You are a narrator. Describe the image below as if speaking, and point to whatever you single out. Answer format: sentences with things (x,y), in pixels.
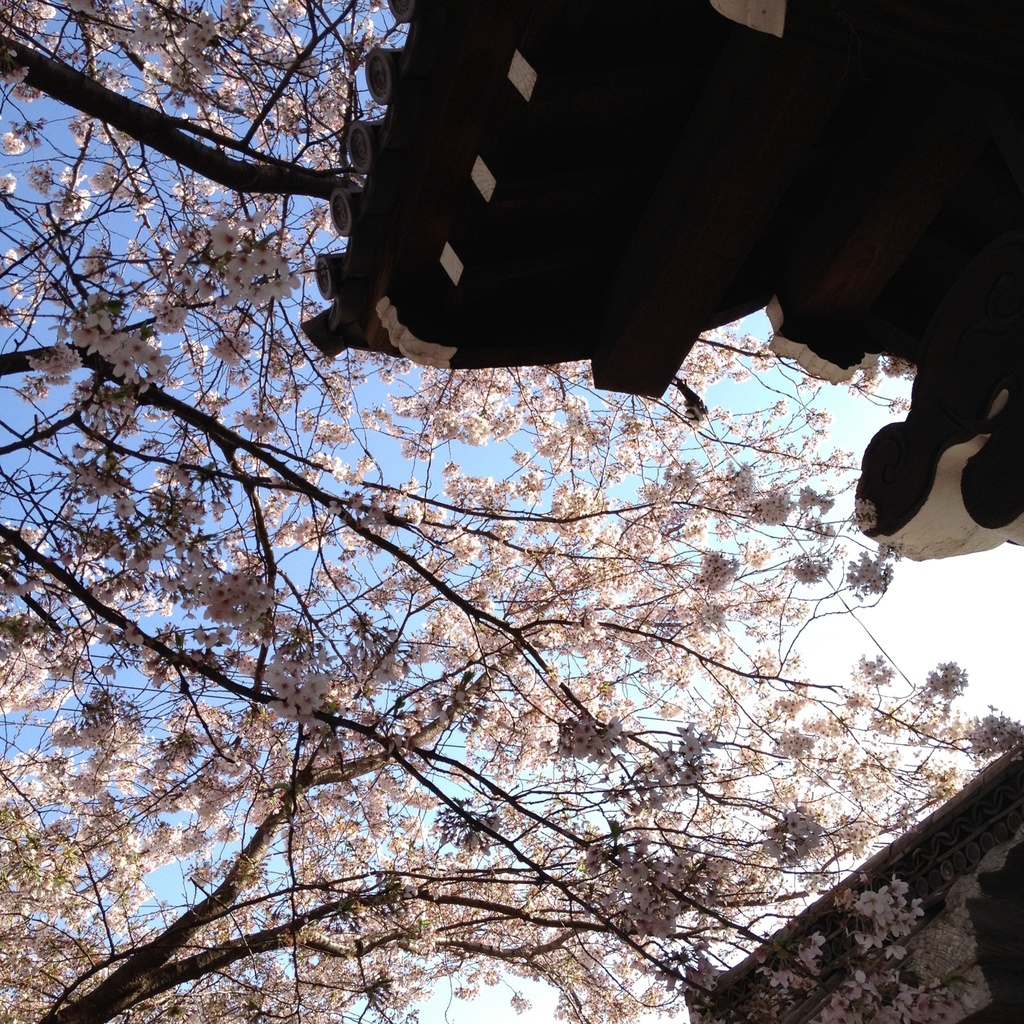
In this picture we can see trees (480,948). On the top right corner (928,4) there is a roof (758,270) of the building (860,323). On the bottom right (948,869) there is a house (962,888). In the background (945,622) we can see sky (915,612) and clouds (845,612).
